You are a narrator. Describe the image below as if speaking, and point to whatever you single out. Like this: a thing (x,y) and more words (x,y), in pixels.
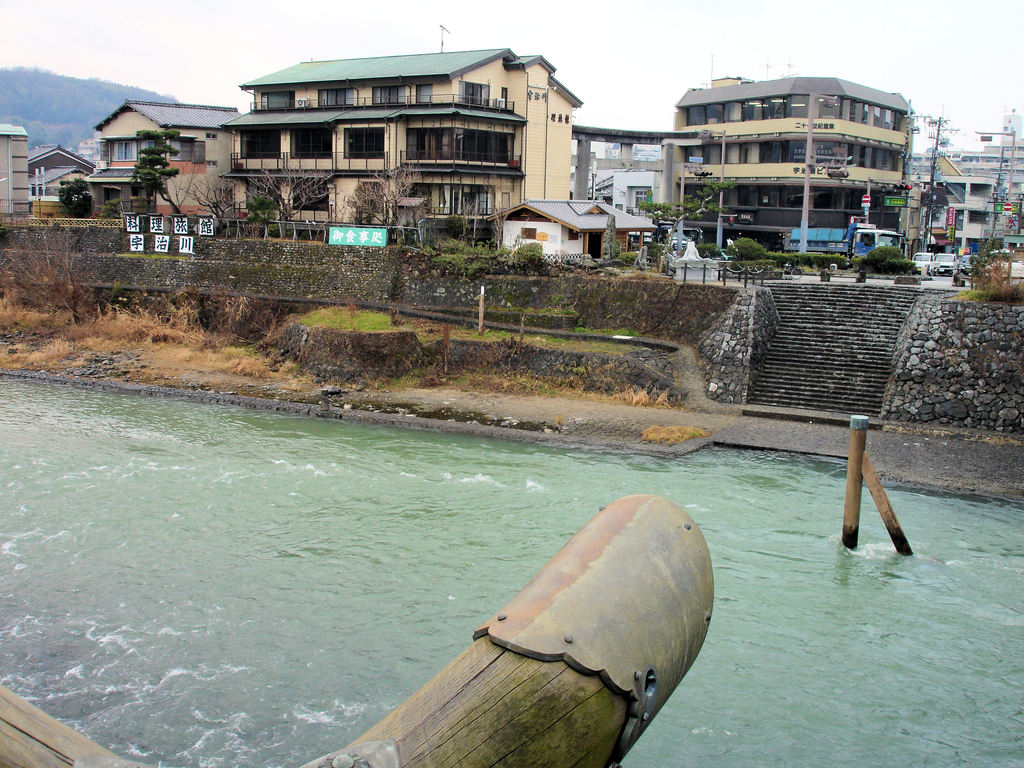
In this picture we can see the water (237,498). Behind the water (222,498), there are walls (230,239), steps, boards (166,239), buildings (534,159), trees (261,227), poles (936,163). Behind the buildings (153,104) there is the hill (69,105) and the sky (335,33). In front of the water (250,580), there are wooden objects (537,678).
